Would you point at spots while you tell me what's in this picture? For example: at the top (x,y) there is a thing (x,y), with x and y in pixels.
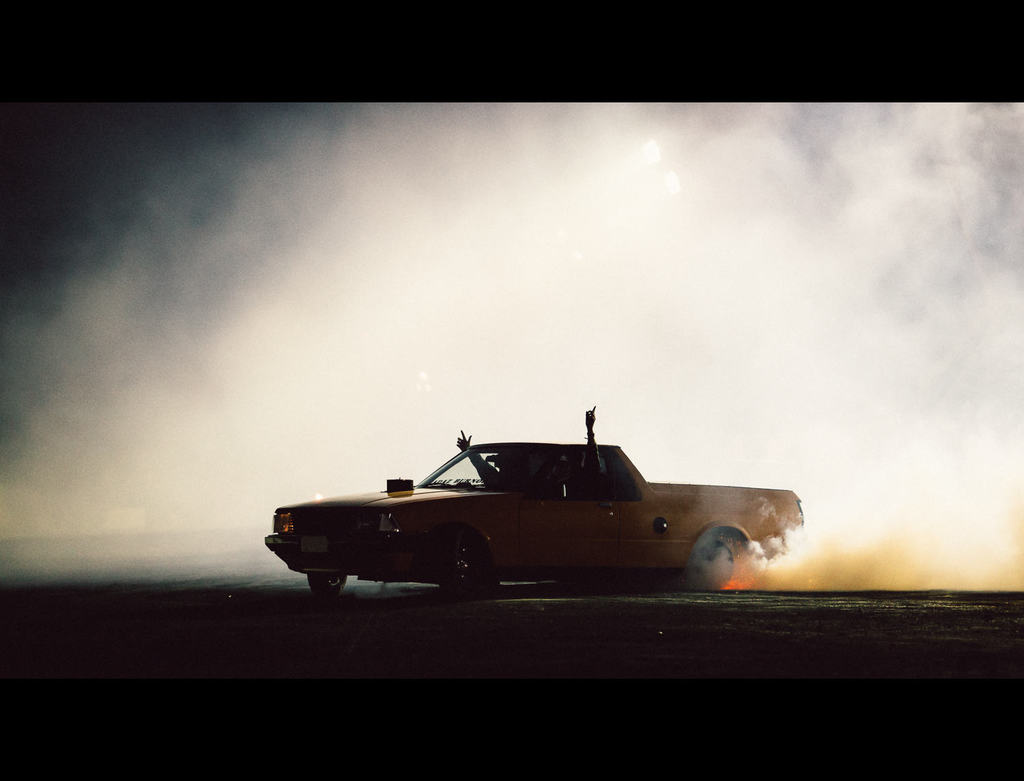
In this image I can see a yellow colour vehicle (540,532), smoke (473,368) and here I can see two hands (588,432) of people (573,456).
